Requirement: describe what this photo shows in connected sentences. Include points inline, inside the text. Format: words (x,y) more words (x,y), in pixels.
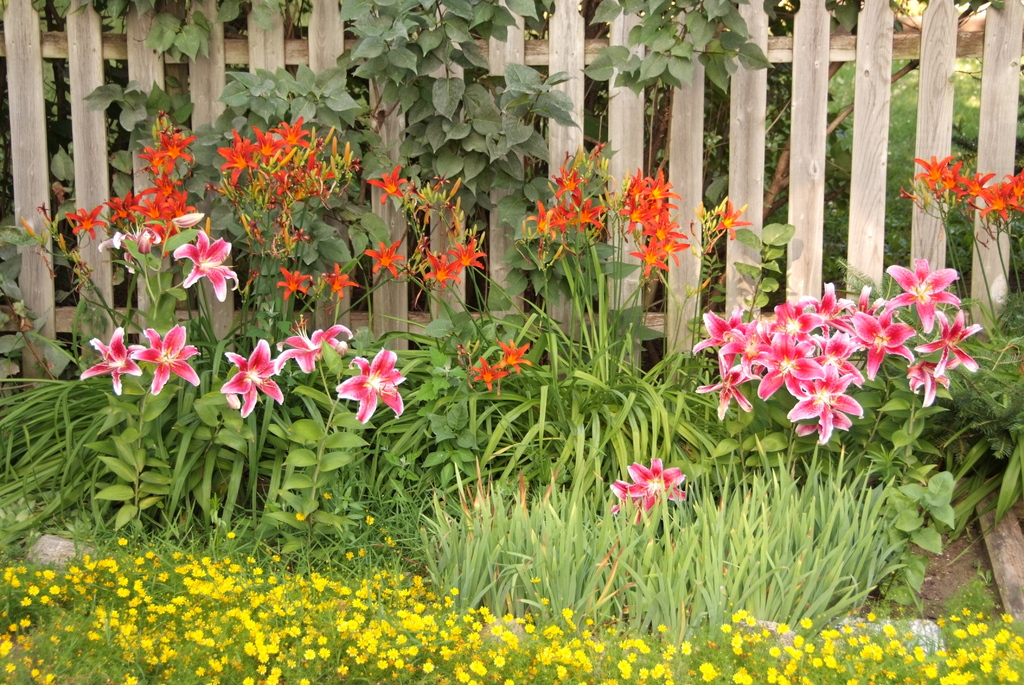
In this image I can see the flowers (344,592) to the plants (352,549). These flowers (241,664) are in pink, white, orange and yellow color. To the side I can see the wooden fence (690,145).
